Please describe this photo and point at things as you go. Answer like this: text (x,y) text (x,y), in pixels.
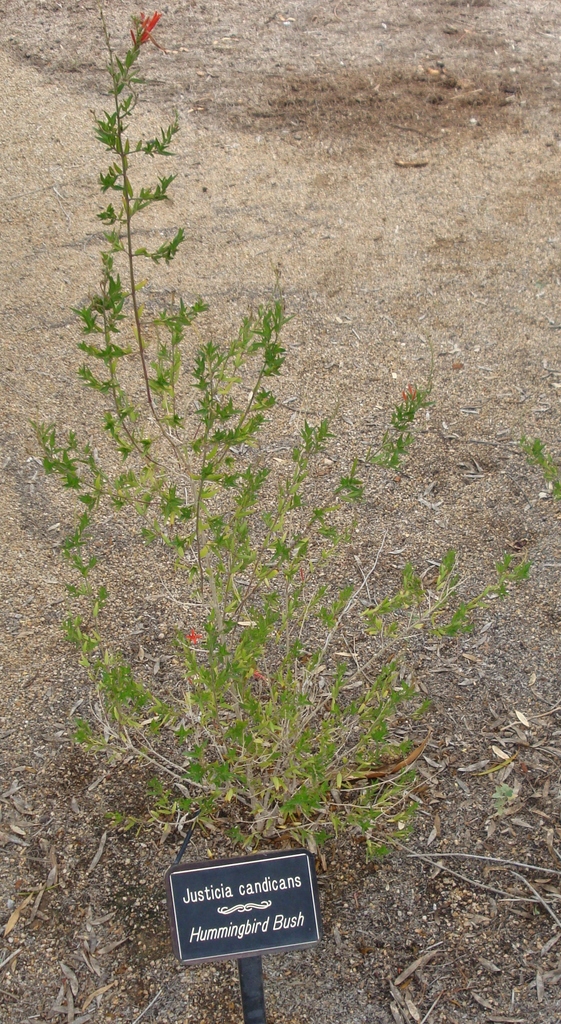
In this image I can see a black colour board (258,877) in the front (230,895) and on it I can see something is written. I can also see a plant (231,834) behind the board (284,854).
